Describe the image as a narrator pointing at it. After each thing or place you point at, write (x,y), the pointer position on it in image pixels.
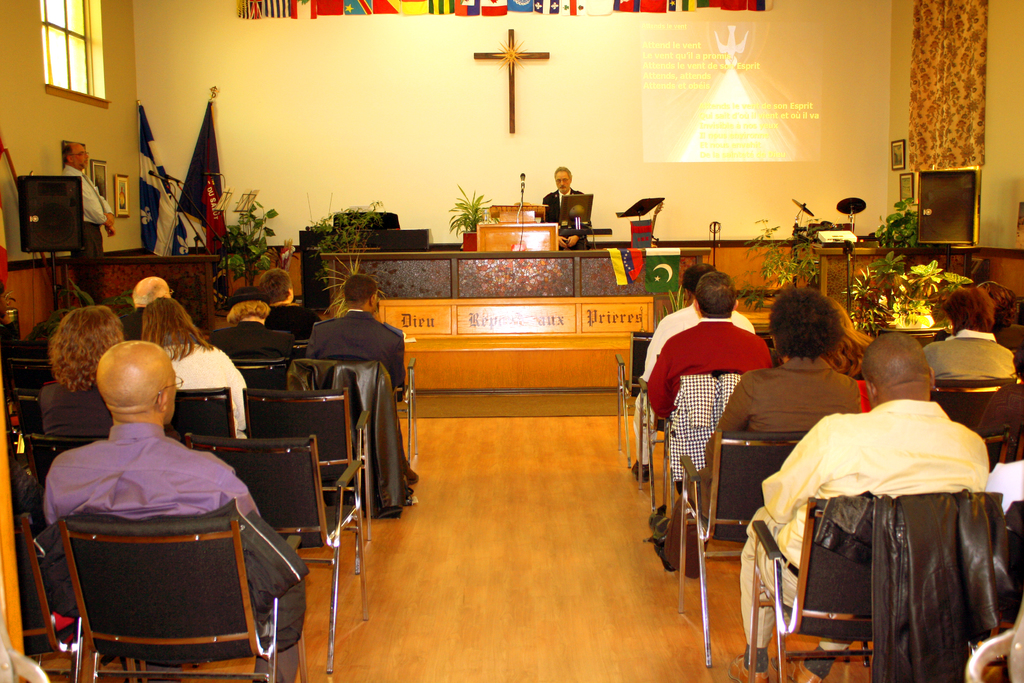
It is a church (293,334), inside the church (519,427) the people (794,507) sitting in the black color chairs (332,531) in front of them there is a table (597,287), the father (578,237) of the church (576,204) is sitting there, to right side (690,115) there is a project (814,98) being projected on the wall (708,138), to the left side (87,190) corner there is another person (98,225) standing spectating beside him there are some photo frames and also two flags (212,210), there is a wall (402,106) in the background (360,84) it is of cream color.
